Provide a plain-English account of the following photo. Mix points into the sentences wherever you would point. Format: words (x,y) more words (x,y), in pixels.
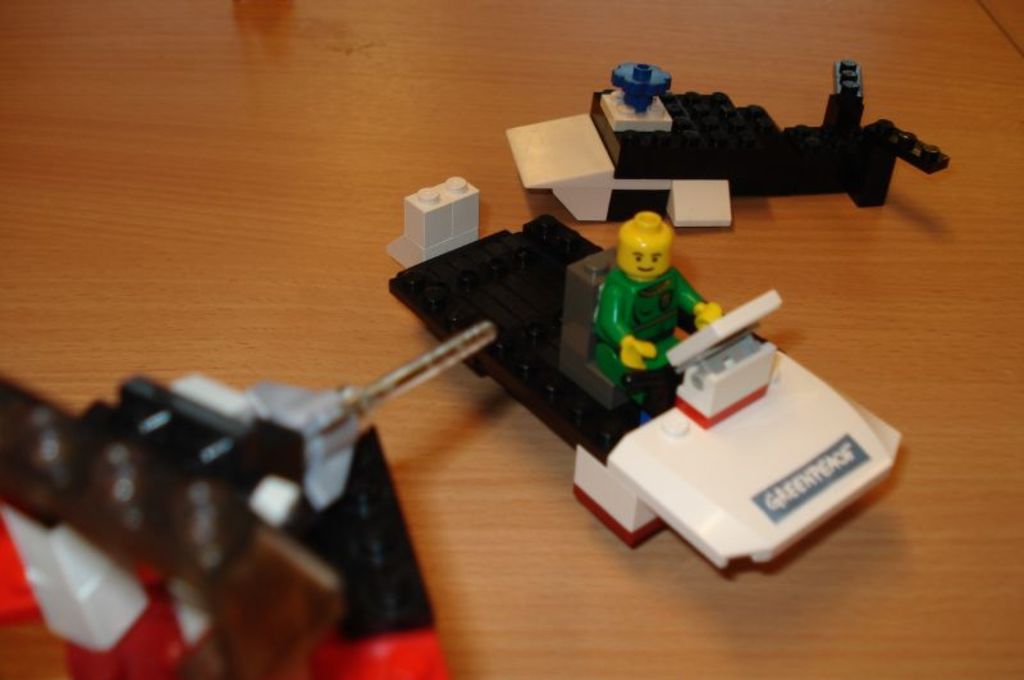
In image I can see toys (433,358) and some other objects (453,343) on a wooden surface (403,338).
